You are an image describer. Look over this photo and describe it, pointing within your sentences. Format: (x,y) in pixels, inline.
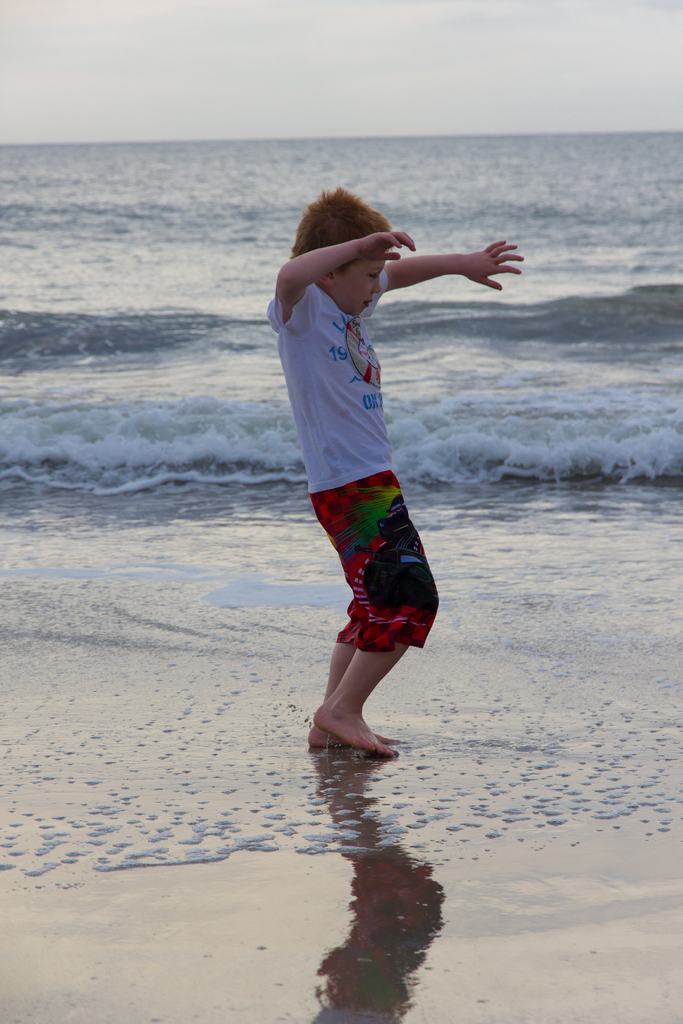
In this image we can see the sea (181,420), one boy (354,687) dancing near the sea (269,501), some wet sand (330,777) on the bottom of the image (294,705) and at the top (43,142) there is the sky (336,93).
